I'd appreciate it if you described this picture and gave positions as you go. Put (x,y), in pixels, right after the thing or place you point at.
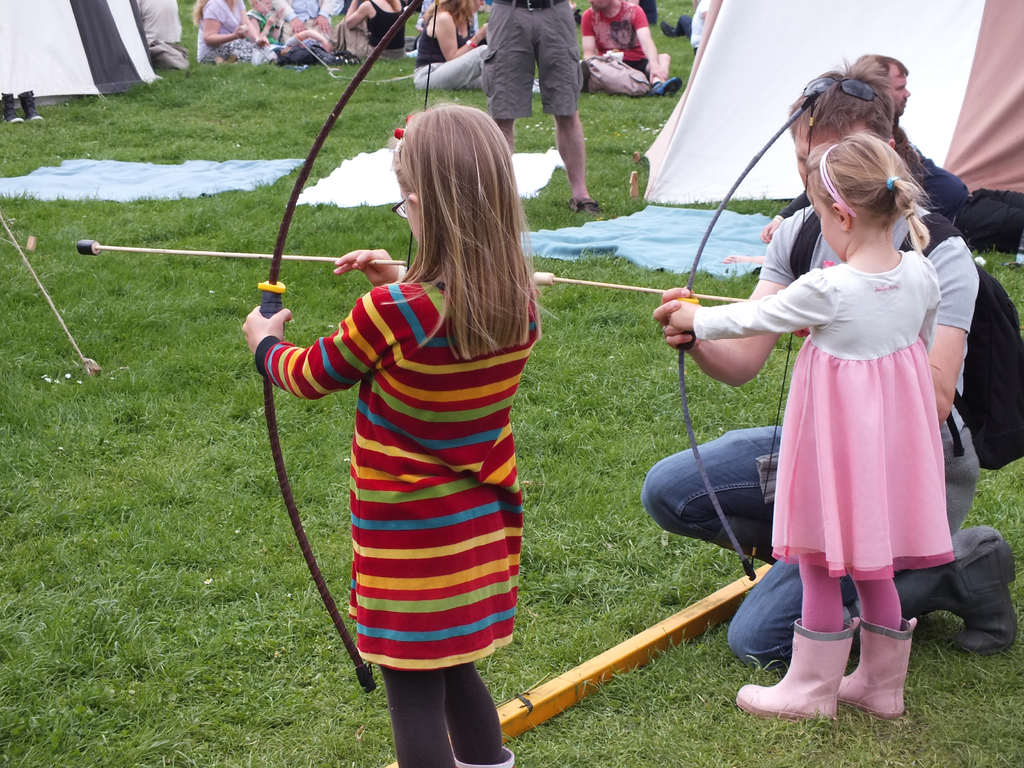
In this image there are a few camps (125,78) and clothes (243,173) are on the surface of the grass (150,454), there are two children (805,412) standing and holding arrows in their hands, beside them there is a man (834,119). In the background (459,23) there are a few people (467,19) standing and sitting on the grass (689,53).
